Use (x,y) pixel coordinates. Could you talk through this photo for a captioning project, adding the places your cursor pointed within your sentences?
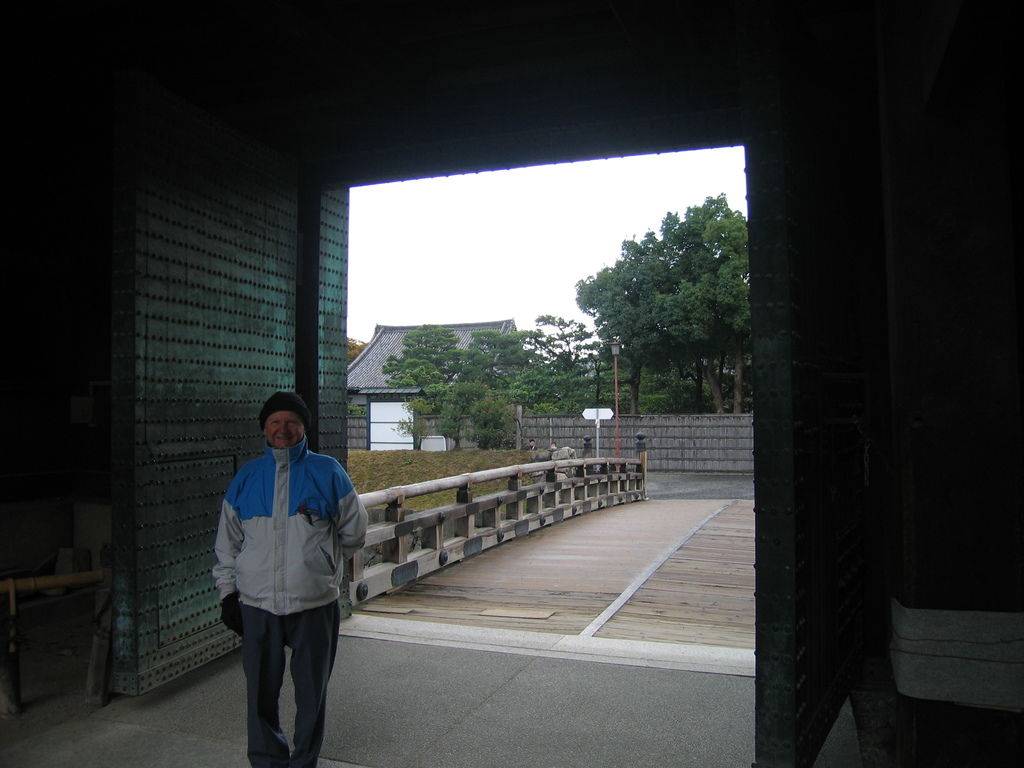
In this picture we can see a person (270,569) is standing in the front (284,595), on the right side (834,604) and left side (160,479) there are doors (201,502), we can see shrubs (497,395), trees (547,374), a house (389,387), a wall (579,439) and a pole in the background (706,432), we can also see the sky (521,248) in the background (506,238).
